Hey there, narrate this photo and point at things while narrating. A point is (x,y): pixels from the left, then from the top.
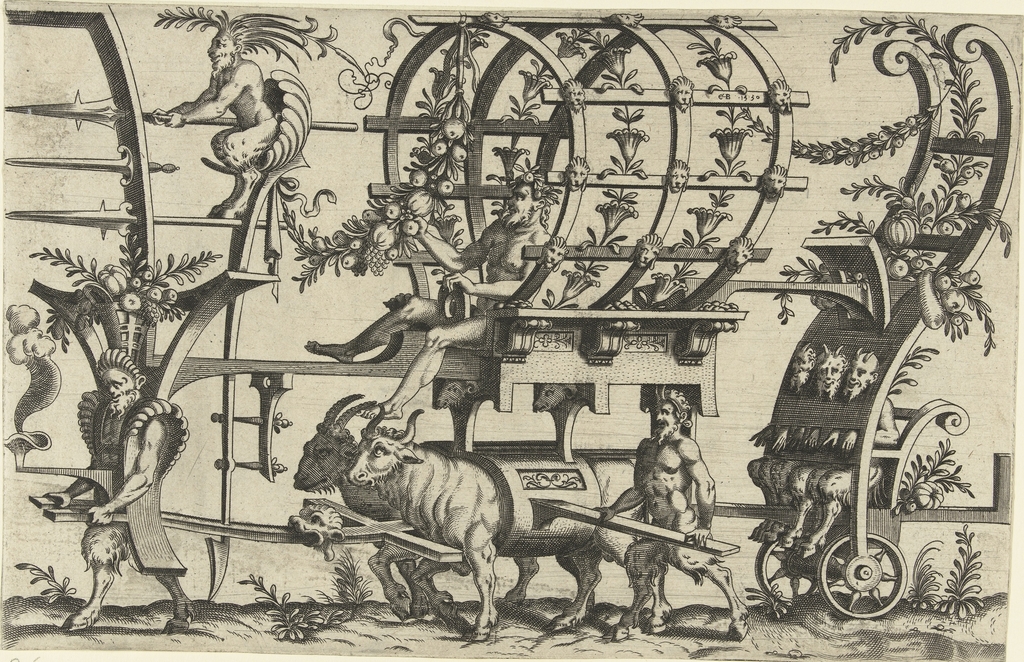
This picture consists of a poster (94,222), where we can see animals (373,559), creepers (259,578), and satyrs (491,279).
